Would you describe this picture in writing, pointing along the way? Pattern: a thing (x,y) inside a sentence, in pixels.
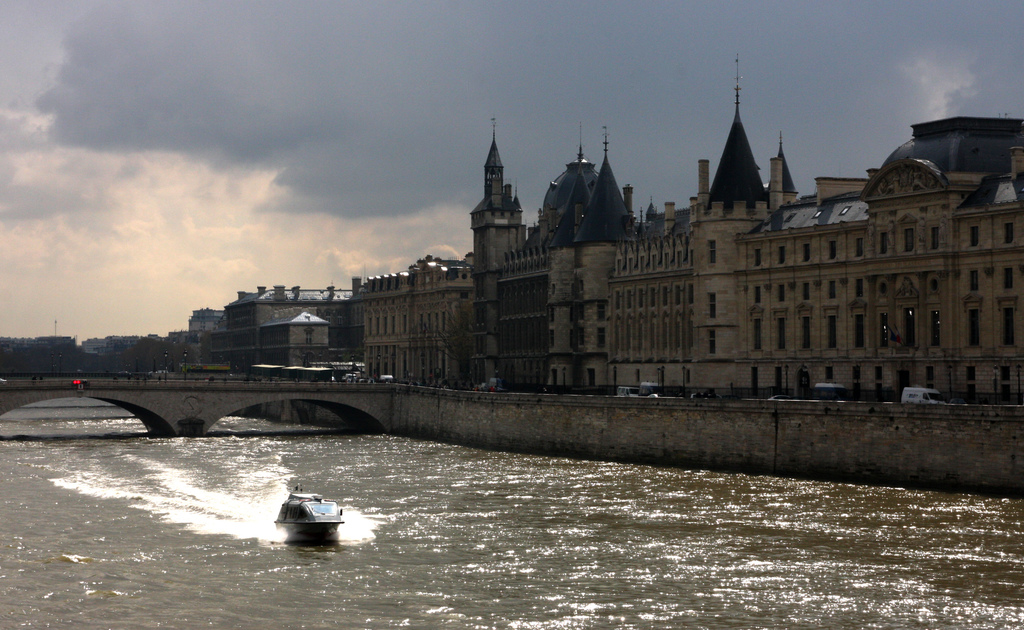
In this image, we can see water (211,453), there is a boat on the water (428,545), we can see a bridge (10,381), there are some buildings (793,339), we can see some windows (832,299), at the top (944,60) there is a sky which is cloudy.
